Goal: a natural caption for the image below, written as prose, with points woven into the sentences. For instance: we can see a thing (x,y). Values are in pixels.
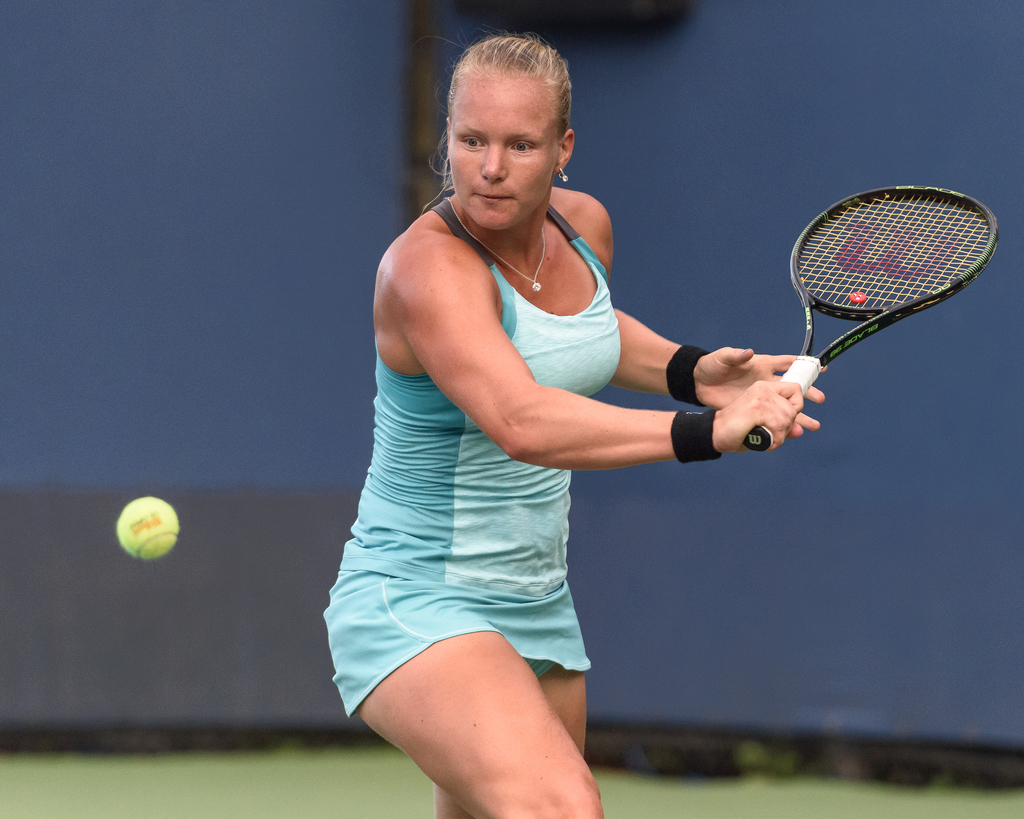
This picture shows a woman (530,55) playing tennis with a tennis bat (981,259) and we see a tennis ball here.
